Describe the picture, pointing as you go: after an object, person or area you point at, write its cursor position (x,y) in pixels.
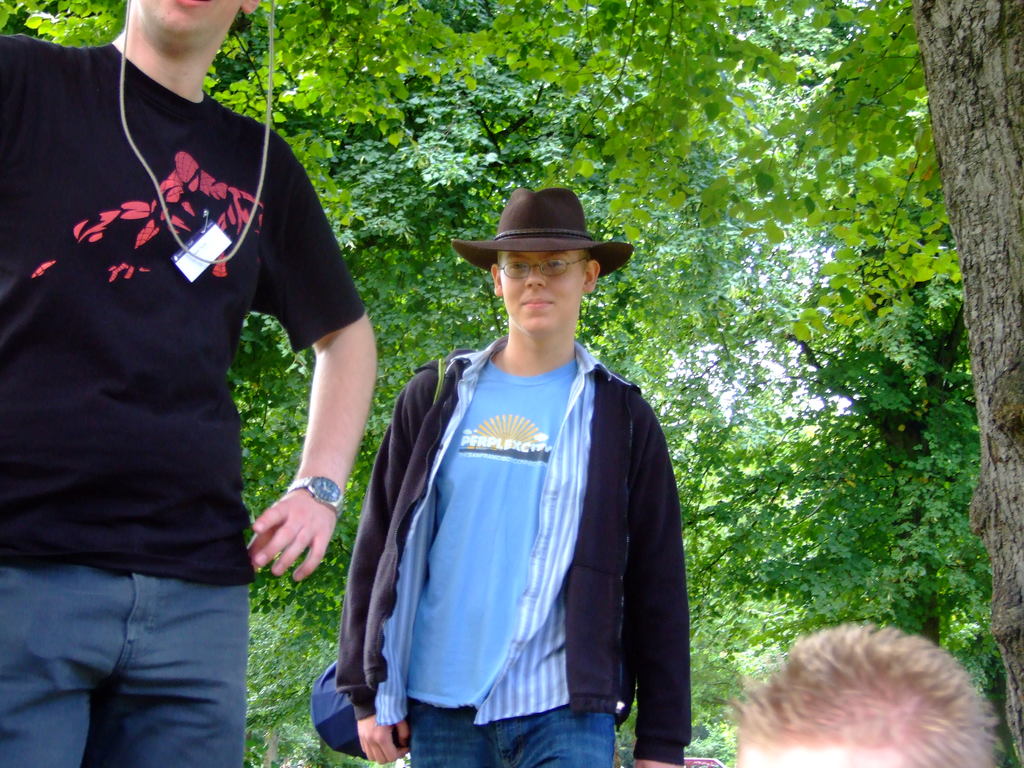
In this image we can see this person (57,285) wearing black T-shirt (129,454) and watch (326,492) to his hand (314,507), also we can see this person (554,479) wearing black color sweater (601,608), shirt (557,618), T-shirt (506,542), spectacles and hat (562,236) and also we can see this person head (823,744). In the background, we can see trees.
